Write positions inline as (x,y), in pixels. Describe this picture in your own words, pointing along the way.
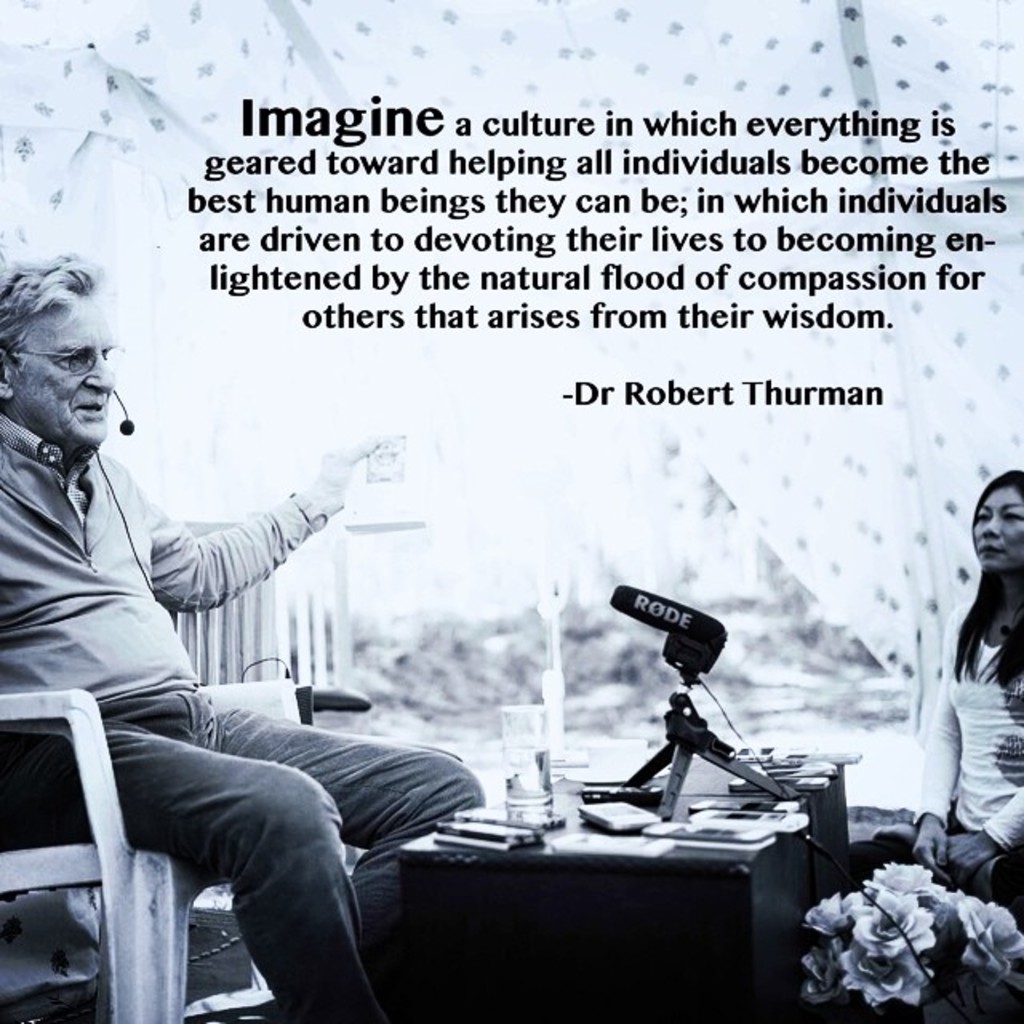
This looks like a black and white poster (581,473). These are the letters (516,181) on the poster (588,381). I can see a man (143,715) sitting on the chair (112,855). He is holding an object (394,493). This is the table (626,893) with a glass of water (529,780), mobile phones (505,832) and a mike (683,652) with the stand (688,760). These are the bunch of flowers (877,931). Here is the woman (999,714) sitting.
